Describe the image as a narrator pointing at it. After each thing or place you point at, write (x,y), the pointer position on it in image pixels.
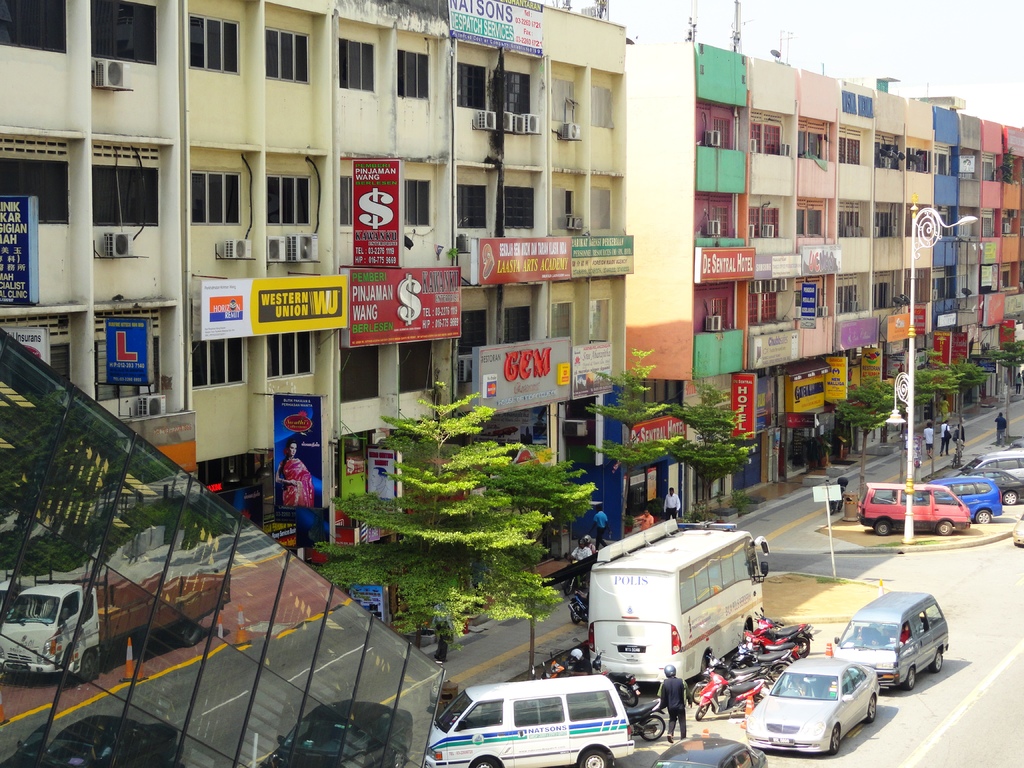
In this image we can see buildings (941,137), name boards (795,258), air conditioners (114,75), street light (973,217), vehicles (786,641), road (984,590), trees (682,452) and sky (883,44).
